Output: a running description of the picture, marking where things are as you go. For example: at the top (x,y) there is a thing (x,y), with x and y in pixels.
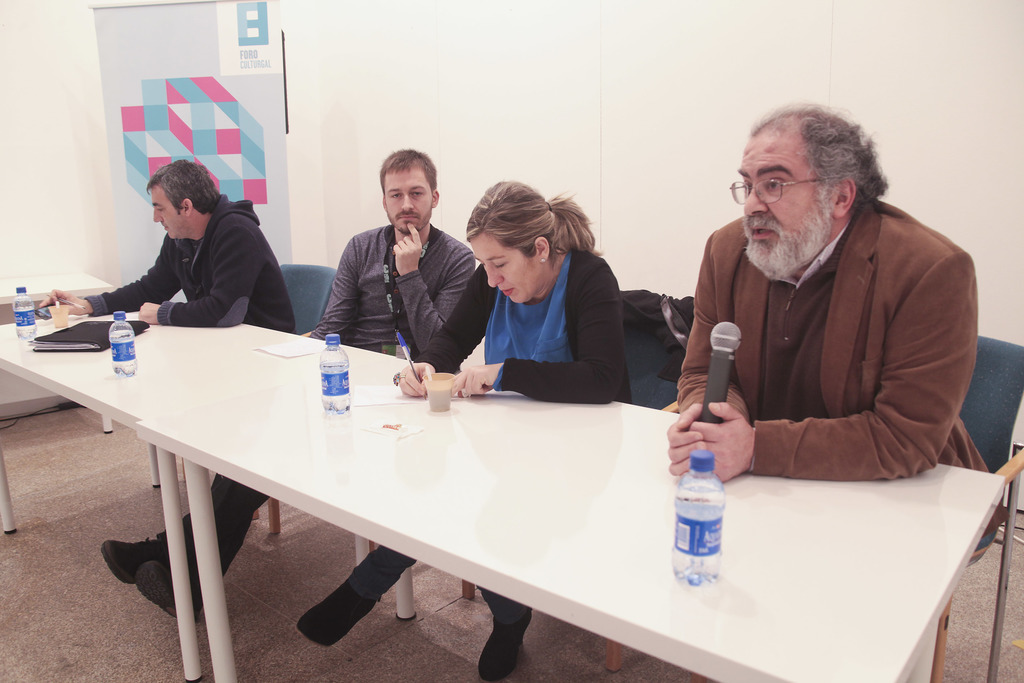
In this image i can see 3 men (789,331) and a woman (617,322) sitting on chairs (990,419) with a table (417,460) in front (417,476), the person (698,316) on the right corner (726,334) is holding a microphone (724,349), and there are few bottles (343,389) and a file (70,342) on the table (390,461). In the background (547,148) i can see a wall (489,75) and a banner (201,83).
